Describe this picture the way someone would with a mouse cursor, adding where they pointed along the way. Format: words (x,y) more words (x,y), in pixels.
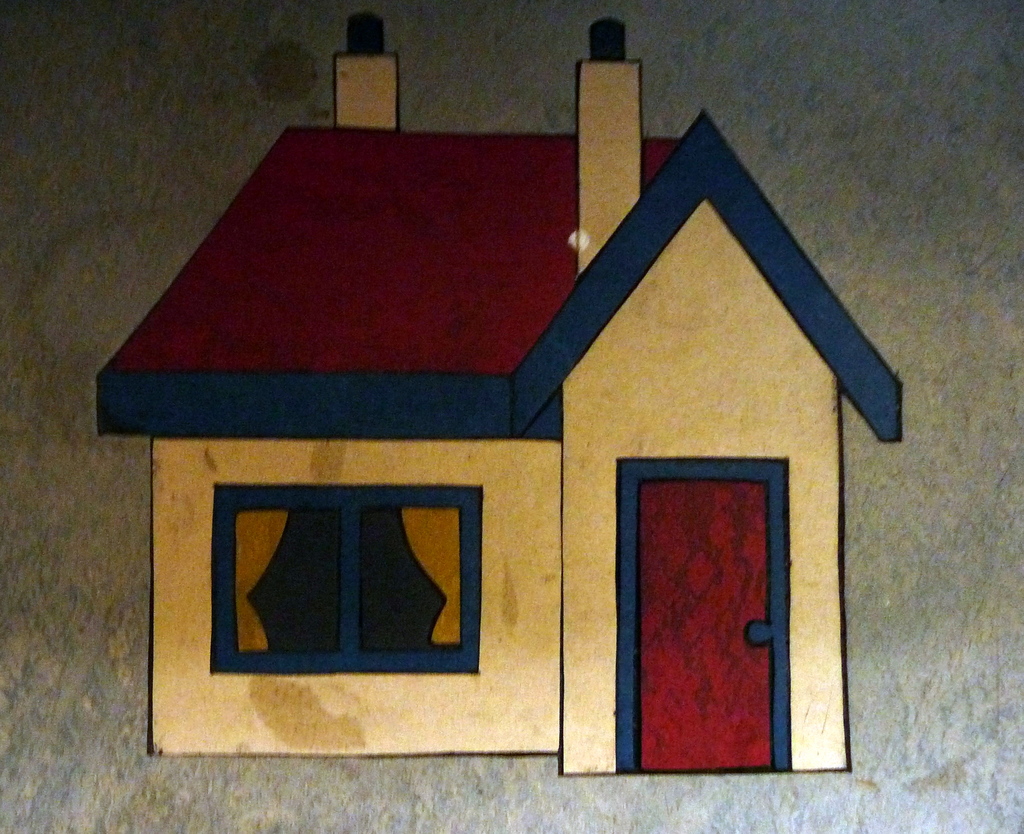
In the center of this picture (452,310) we can see an object (468,298) on which we can see the picture (422,322) of a house (707,356) and we can see the pictures (697,551) of chimneys (380,70), window (318,580), curtains (260,577) and a door (711,552) of the house (622,487).
